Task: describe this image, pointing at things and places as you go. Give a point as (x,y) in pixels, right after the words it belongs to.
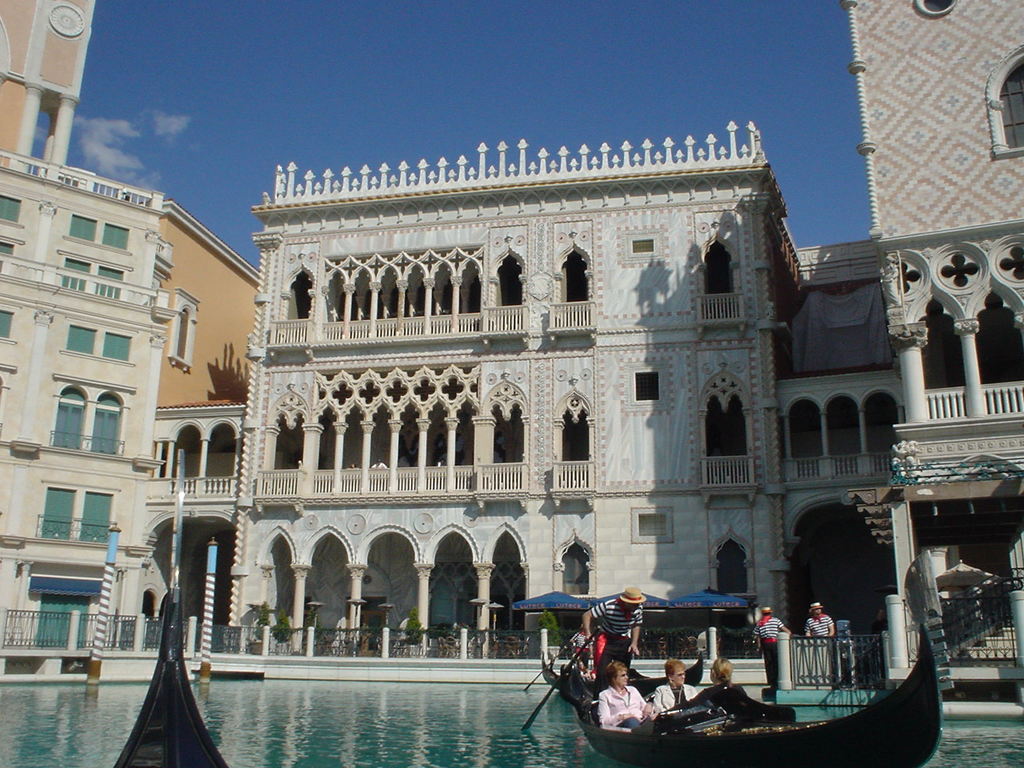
There are four persons (620,638) riding a boat (670,744). This is water (361,738) and there are few persons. In the background (451,609) we can see buildings (629,525), fence (455,641), plants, pillars (489,569), and sky (562,62).
